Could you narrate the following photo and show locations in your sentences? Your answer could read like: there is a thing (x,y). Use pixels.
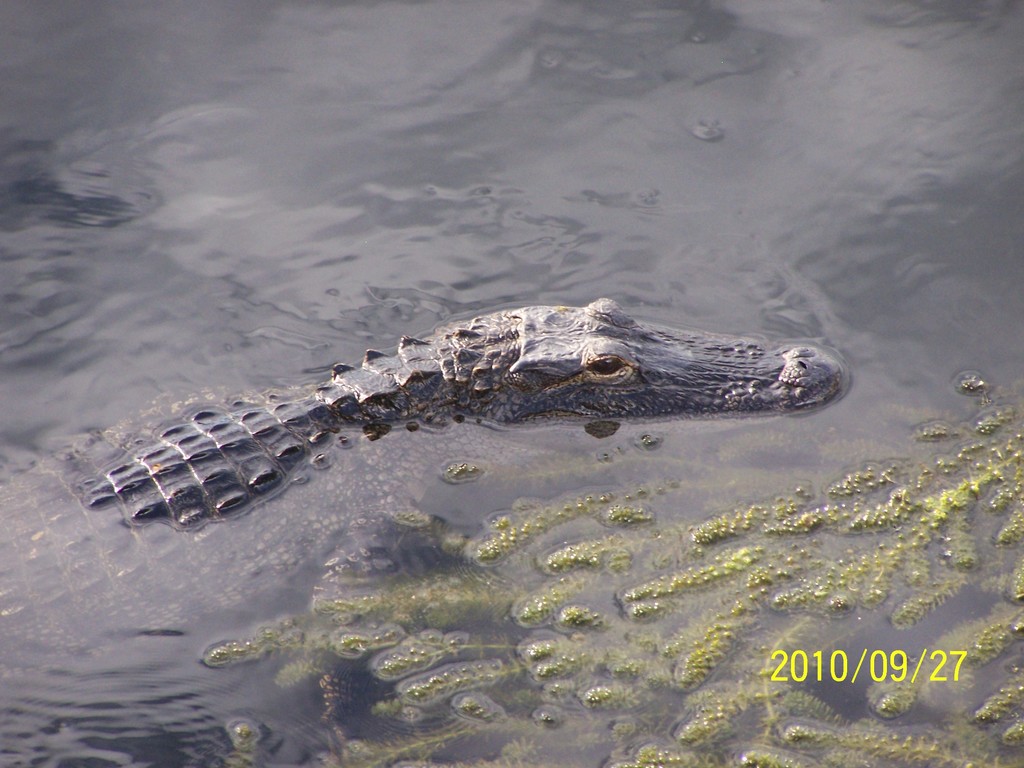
In this image there is a crocodile (539,326) in the water (583,127). On the right side of the image (882,497) there is algae (407,755). There is some text (800,651) at the bottom of the image (796,670).
